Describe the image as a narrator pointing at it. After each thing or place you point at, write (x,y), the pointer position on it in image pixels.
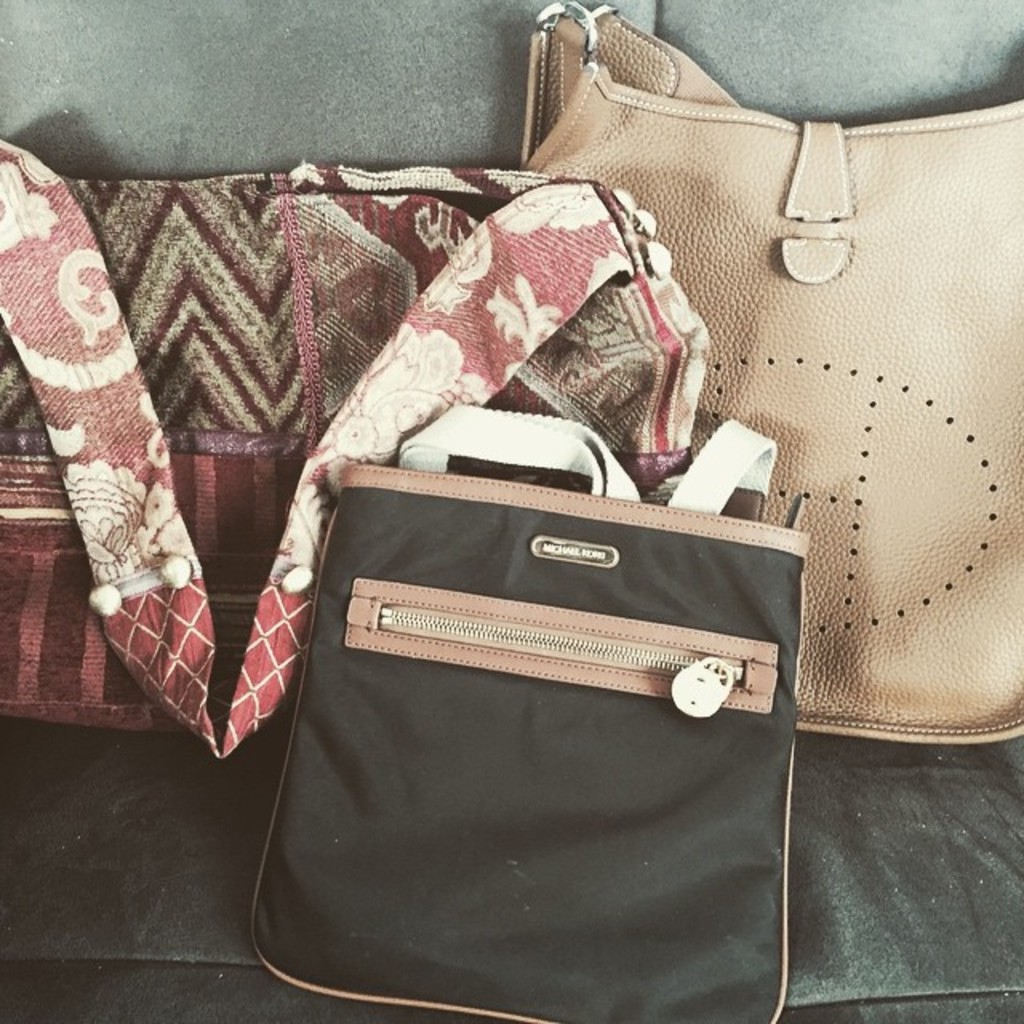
There are three hand bags (608,471) of different types are placed on a sofa (362,139).
